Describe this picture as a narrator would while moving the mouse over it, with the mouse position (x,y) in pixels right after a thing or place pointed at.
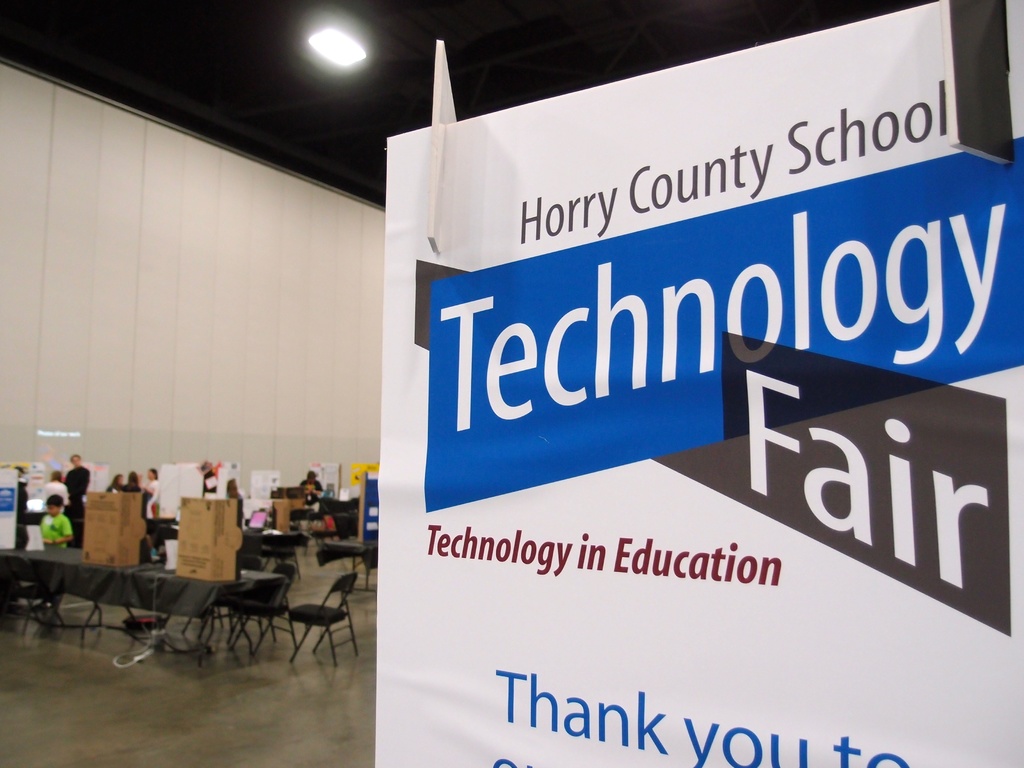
In the picture we can find one hoarding (796,473) is written something about the technology fair. In the background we can find some chairs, tables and some people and a wall (30,208), in the ceiling (263,117) we can find a light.
